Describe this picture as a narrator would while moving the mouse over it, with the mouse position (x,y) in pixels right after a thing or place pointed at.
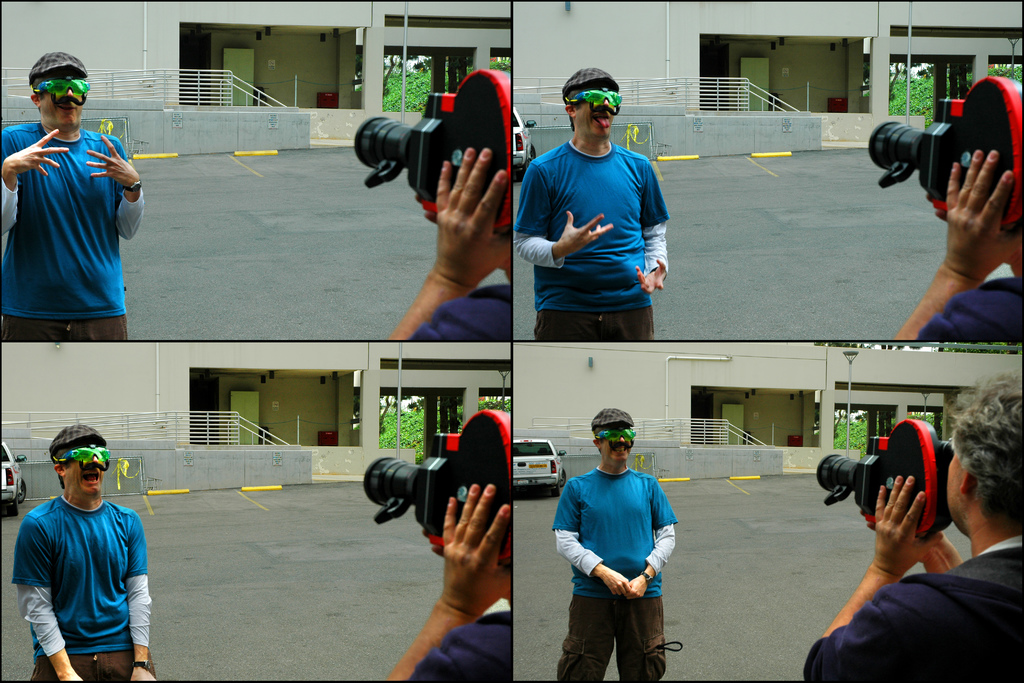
It is a collage image, there are total four pictures in the image and there are two people (89,149) in the pictures, the first person (440,174) is capturing the photos and the second person (586,193) is giving weird expressions for the photos, behind them there is a building (260,467).
